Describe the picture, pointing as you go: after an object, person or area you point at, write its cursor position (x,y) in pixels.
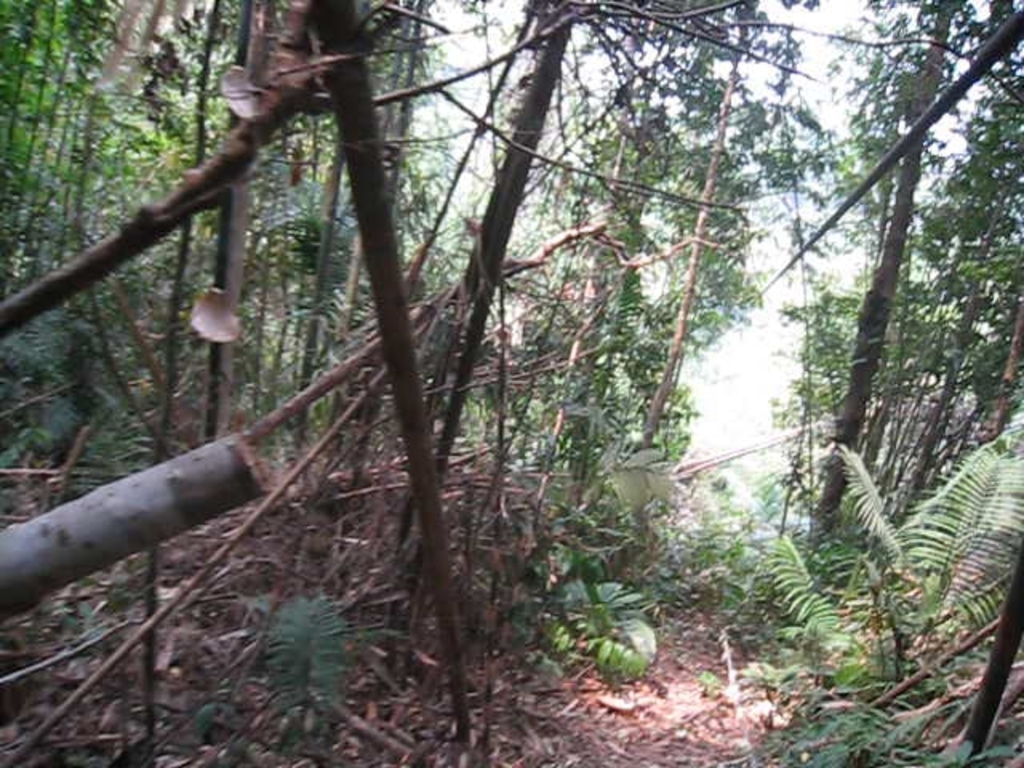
In this image there are few trees (624,363), plants (331,659) and some leaves (424,673) on the ground (368,650).
